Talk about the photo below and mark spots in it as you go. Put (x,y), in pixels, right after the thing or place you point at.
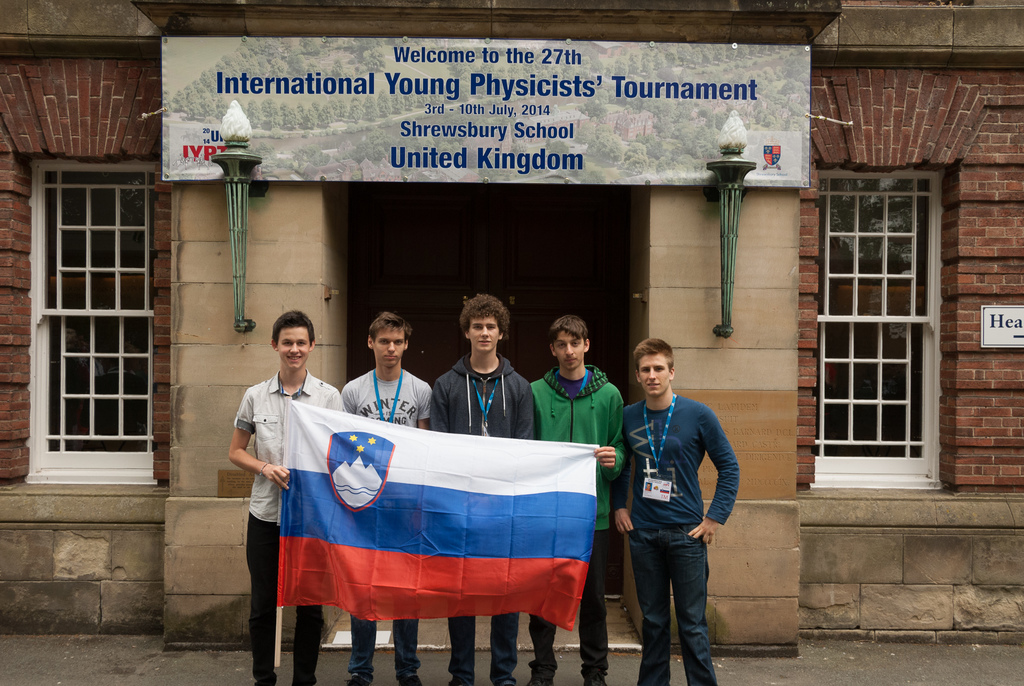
There are five men (613,385) standing and holding a flag (347,610). I think this a name board (706,85), which is attached to the building wall (959,116). This is a building (112,133) with the windows (905,324). I think these are the kind of lamps (240,328). I can see a door (571,275), which is closed. On the right side of the image (997,306), I can see another board (989,319), which is attached to the wall (975,314).
